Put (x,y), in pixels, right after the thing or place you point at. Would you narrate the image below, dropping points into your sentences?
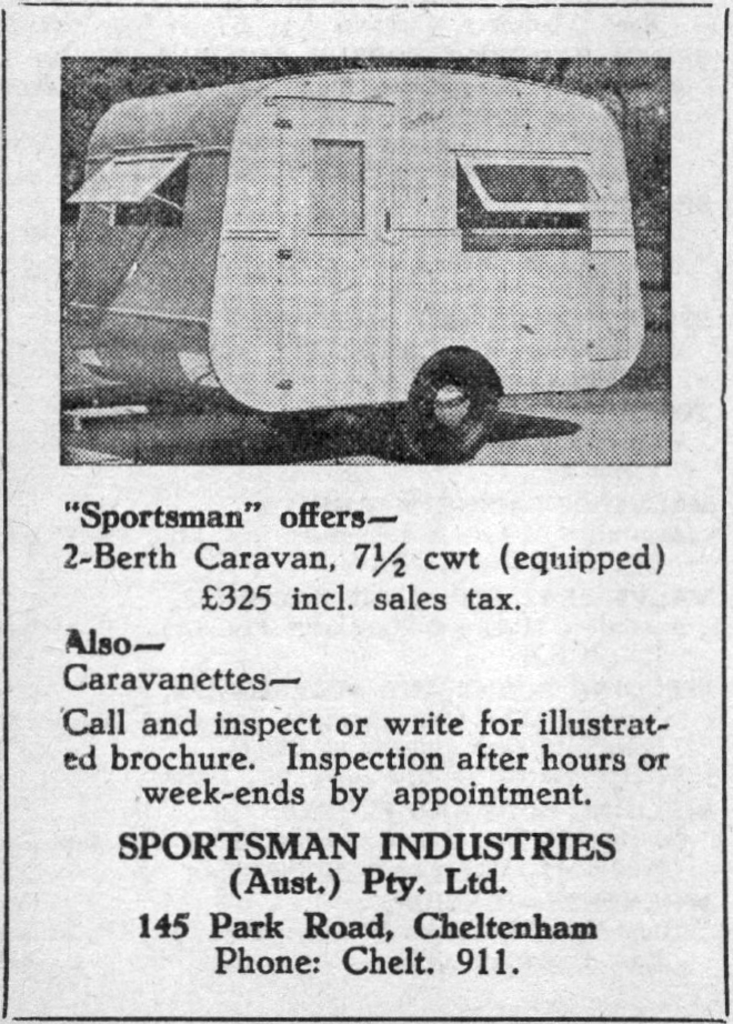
This is a black and white image. At the top of the image (253,313) there is a vehicle (262,374). At the bottom (319,848) there is a text (153,677).
